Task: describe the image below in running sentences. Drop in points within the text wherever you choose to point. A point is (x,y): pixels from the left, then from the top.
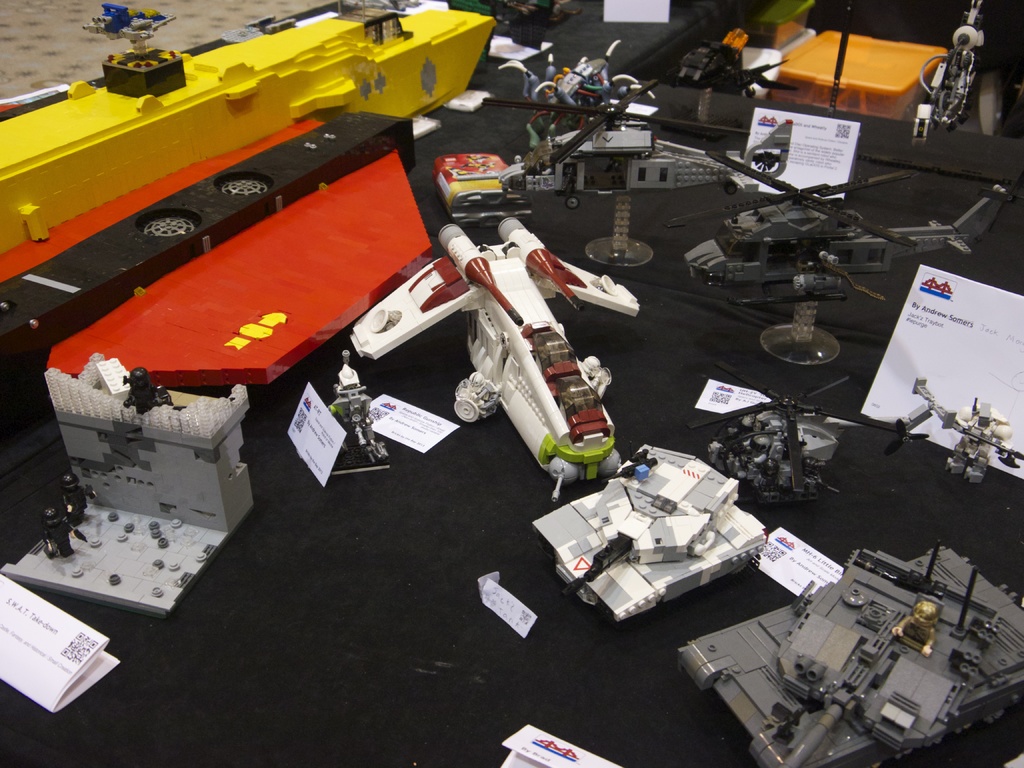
This image is taken indoors. At the top of the image (696,226) there is a table (362,605) with a tablecloth (382,634), a few boards (60,628) with text (918,326) and many toys (324,47) on it.
